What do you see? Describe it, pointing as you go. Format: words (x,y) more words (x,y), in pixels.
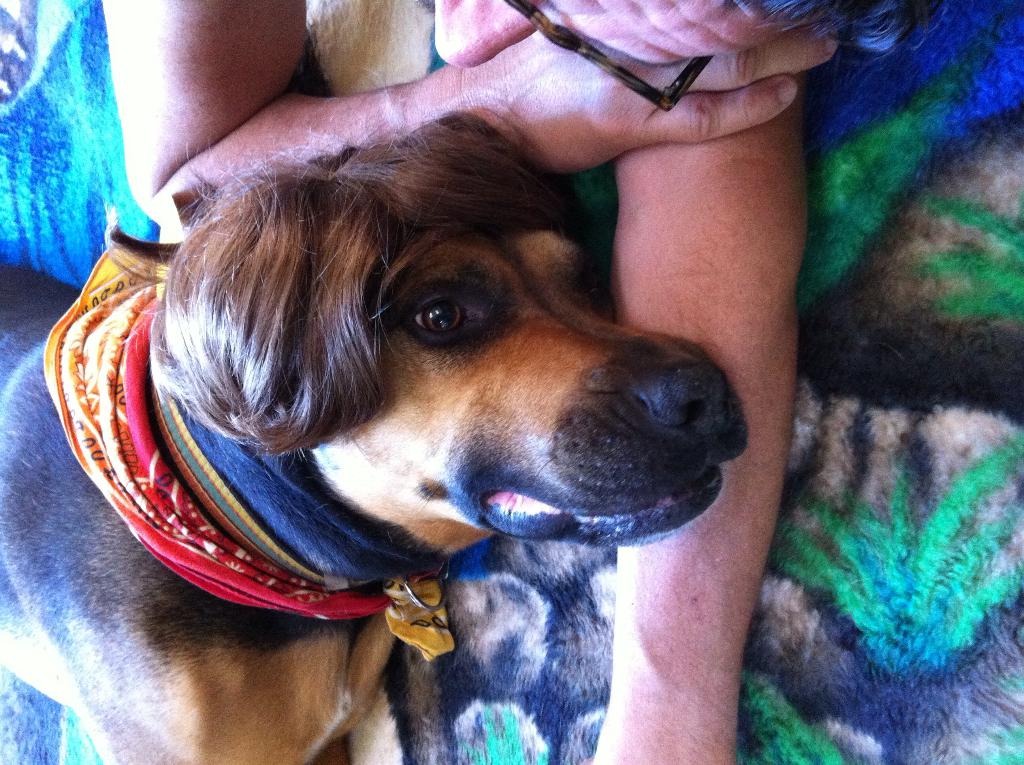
In this image I can see a dog (208,430) which is in brown color, background (727,214) I can see a person (669,148) laying on the blue and green color surface (836,159).
